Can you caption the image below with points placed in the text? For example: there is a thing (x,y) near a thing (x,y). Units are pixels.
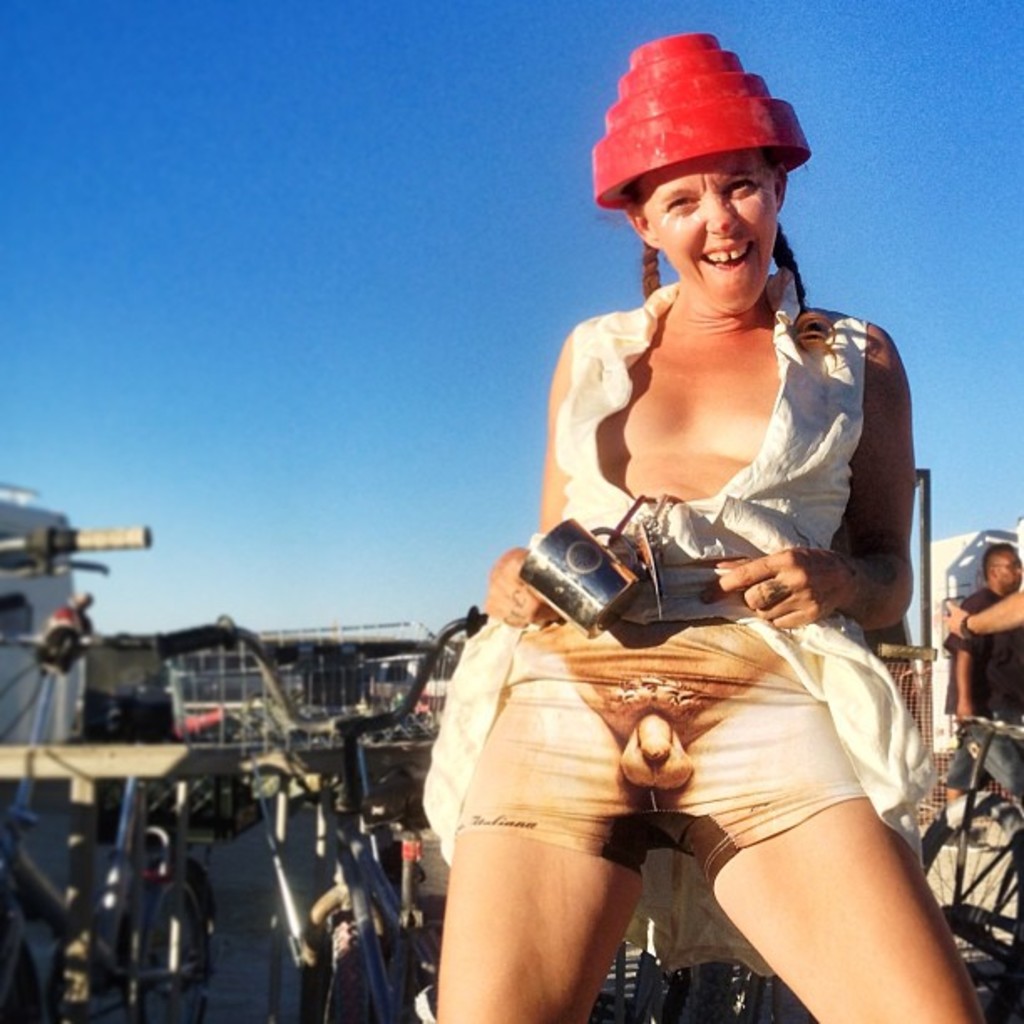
In this image we can see a person (861,657) standing holding an object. On the backside (910,675) we can see some metal objects (282,818), a person (992,680) standing and the sky (414,391) which looks clear.
